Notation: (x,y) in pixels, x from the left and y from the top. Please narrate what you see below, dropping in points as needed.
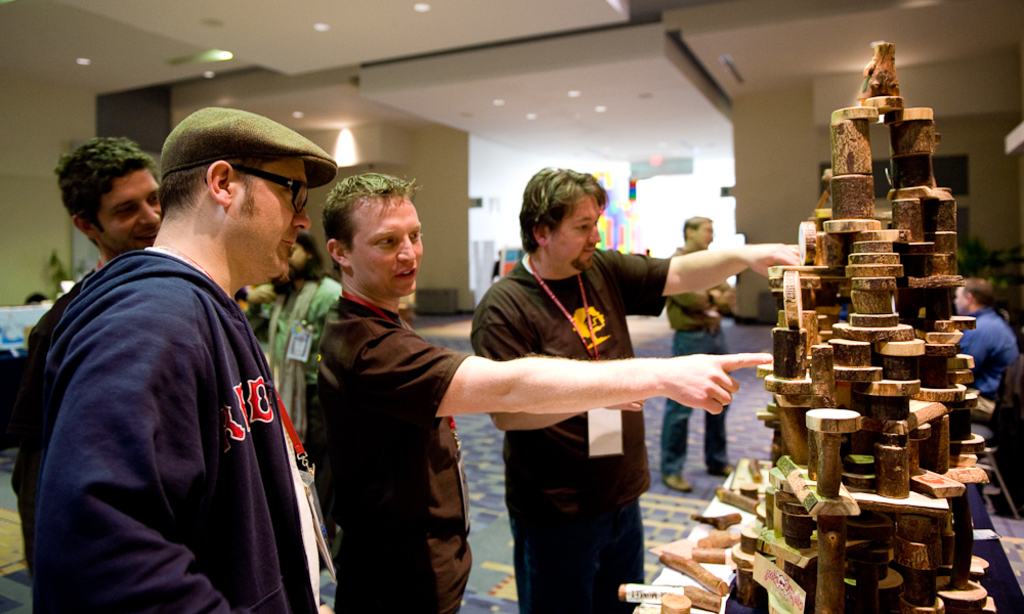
In this picture there are four men (386,463) who are standing near to the table (755,607). On the table (763,607) I can see the wooden structure (889,385). In the back (971,290) I can see some people (689,227) who are standing on the floor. In the background (664,246) I can see the light beam (716,216) and other objects (604,235).
